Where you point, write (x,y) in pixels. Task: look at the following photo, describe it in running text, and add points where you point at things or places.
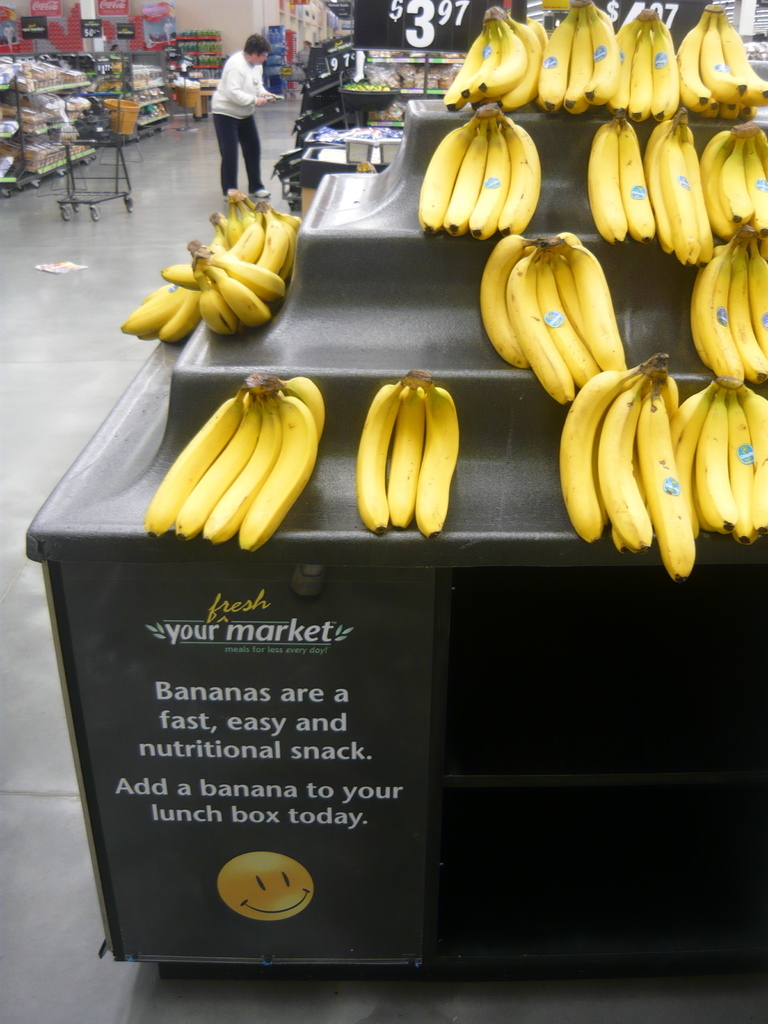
On this black table (337,777) we can see bananas (611,445) with stickers (644,191). Something written on this black table (291,786). Background (78,162) we can see cart (119,127), racks (67,84), person (249,97), price tags (419,11) and hoardings (114,6). In these racks (132,71) there are things (156,99).
